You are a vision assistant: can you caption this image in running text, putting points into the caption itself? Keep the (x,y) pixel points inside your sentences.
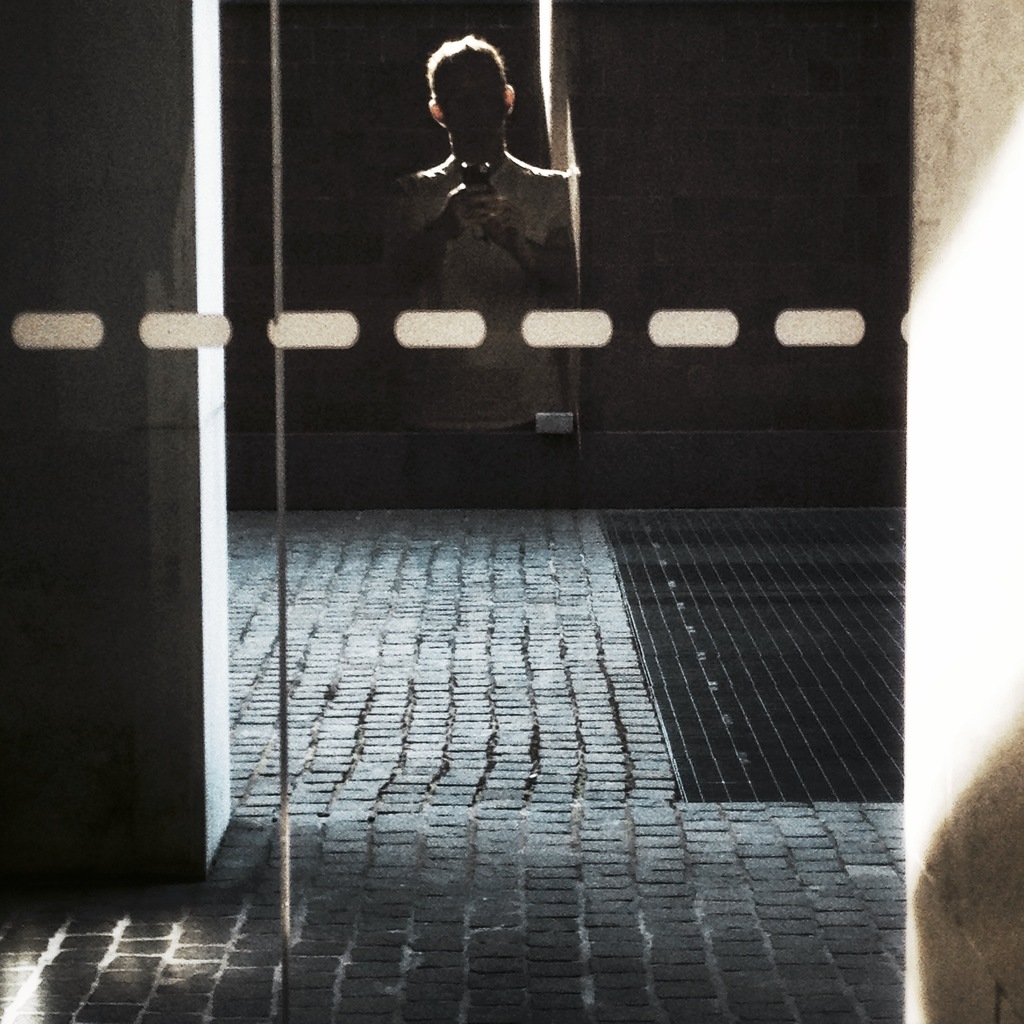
In this image we can see the reflection (465,270) of a person (544,275) on the glass (475,300), he is taking picture using cellphone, also we can see the wall (563,486), and the background (426,467) is dark.
